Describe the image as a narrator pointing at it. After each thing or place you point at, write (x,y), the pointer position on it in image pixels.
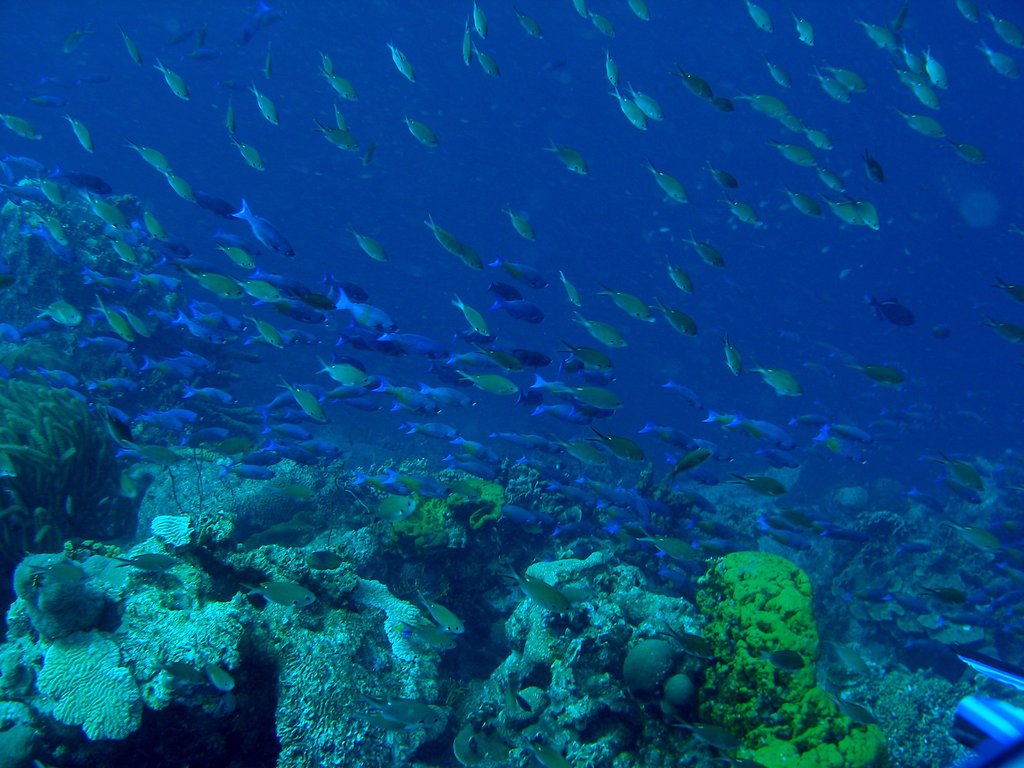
In this image, we can see some fishes (482,372), plants (775,643) and rocks (359,517). We can also see an object (971,727) at the bottom right corner (994,736).
